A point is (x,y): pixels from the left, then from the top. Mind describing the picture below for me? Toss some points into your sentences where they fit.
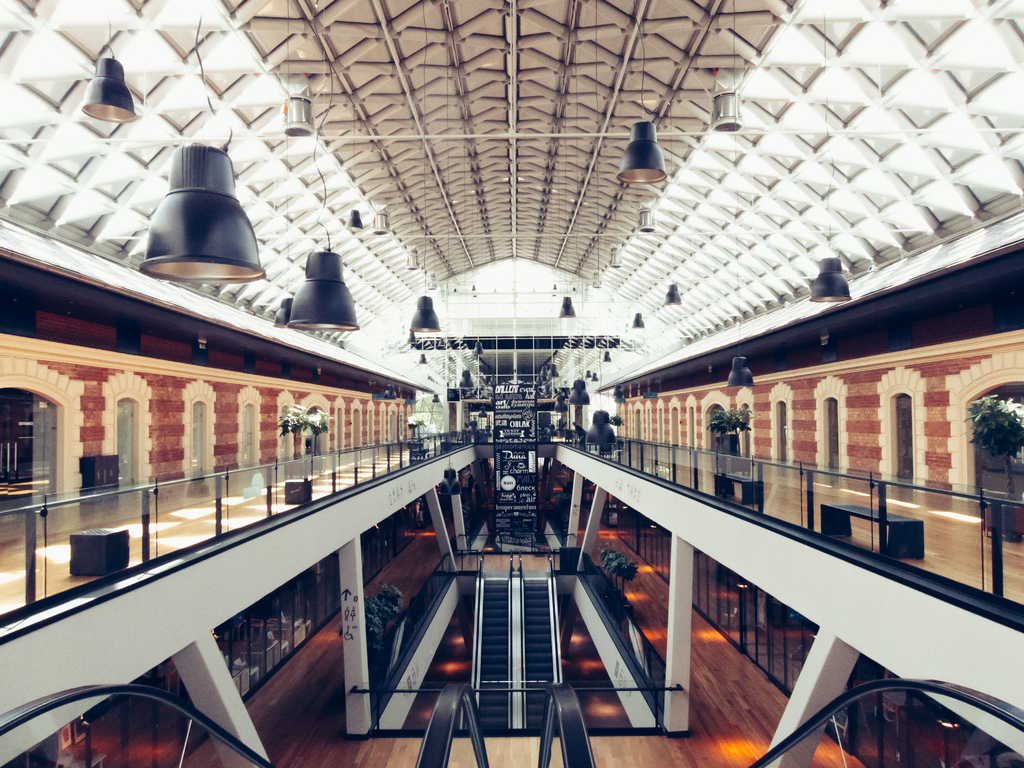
In this image I can see a staircase (548,659), house plants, pillars (668,676), wall (770,558), fence (854,531) and windows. At the top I can see lamps (96,101) are hanged. This image is taken in a building (577,350).
